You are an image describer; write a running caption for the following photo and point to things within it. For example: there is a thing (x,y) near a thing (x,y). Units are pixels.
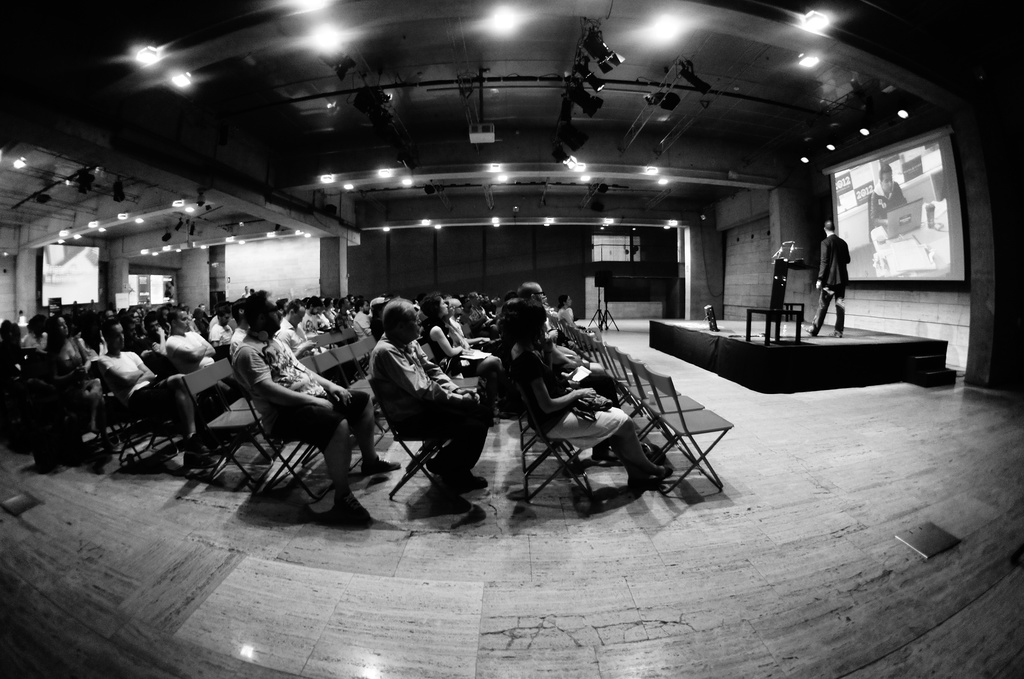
This is a black and white image and here we can see people (415,339) sitting on the chairs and there is a man (827,270) standing on the stage (792,345) and we can see a podium (776,291) and a stand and we can see a screen (874,199) and some lights (613,58). At the top (473,60), there is a roof (481,47) and at the bottom (254,588), there is a floor (28,555).
